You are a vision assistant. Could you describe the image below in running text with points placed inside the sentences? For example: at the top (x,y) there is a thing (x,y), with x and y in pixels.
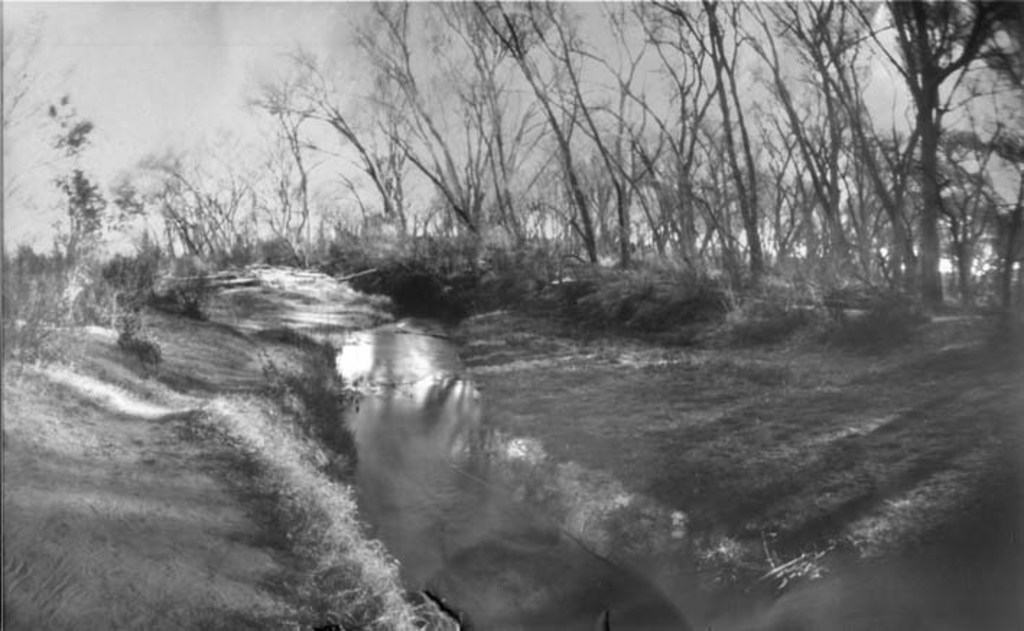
In this picture we can see many trees (305,245). On the left (177,429) we can see plants (55,344) and grass (181,369). At the top (141,53) we can see the sky (189,43) and clouds (190,34).
